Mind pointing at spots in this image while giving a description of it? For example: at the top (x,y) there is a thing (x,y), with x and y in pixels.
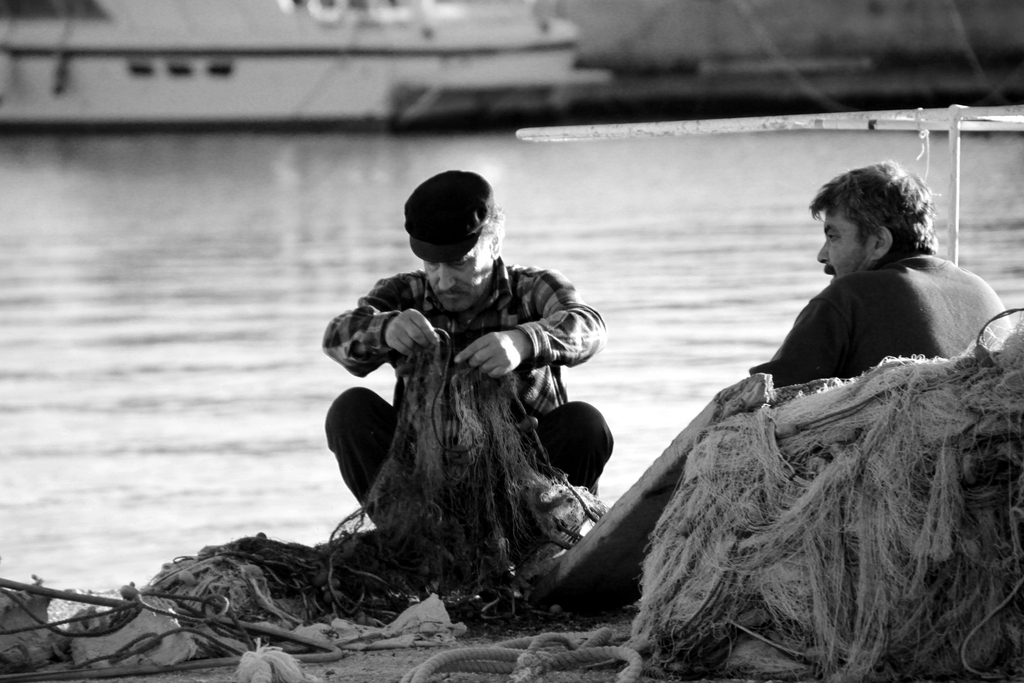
In this black and white image there is a person (547,403) doing some work, in front of him there are ropes (544,642) and some other objects (608,528) placed on the surface (363,678), beside him there is another person (858,371), behind the person (404,333) there is a ship (375,67) on the river (410,183).
